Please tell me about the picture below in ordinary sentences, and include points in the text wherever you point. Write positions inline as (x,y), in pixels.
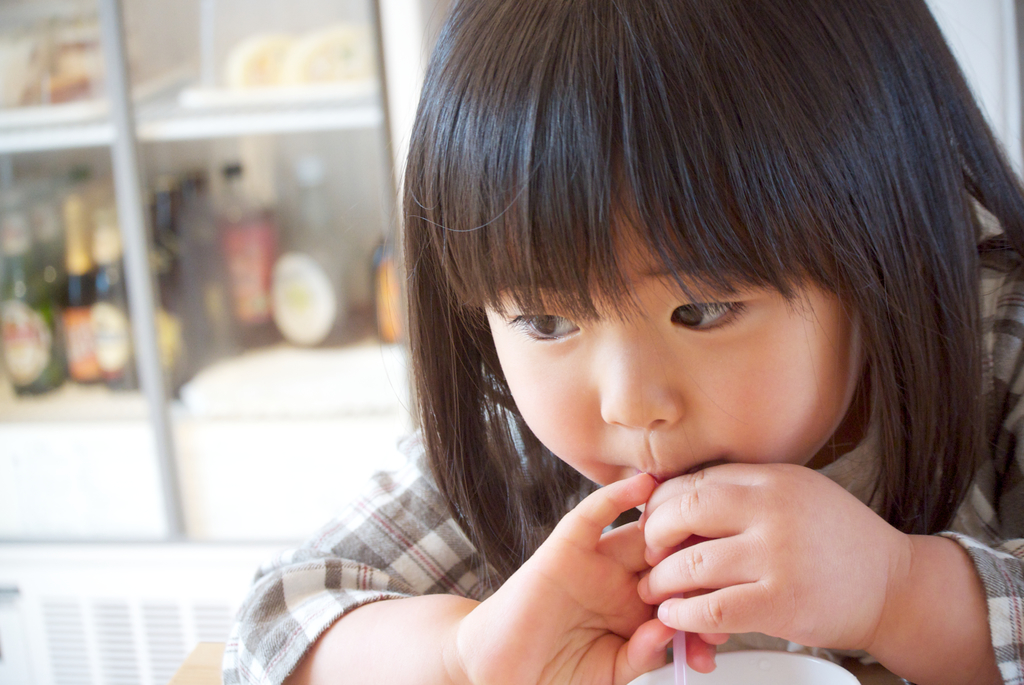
In this image we can see a child (667,538) holding a straw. In the back (240,304) there is a cupboard (172,166). In that there are bottles (192,277). And it is blurry in the background (237,59).
